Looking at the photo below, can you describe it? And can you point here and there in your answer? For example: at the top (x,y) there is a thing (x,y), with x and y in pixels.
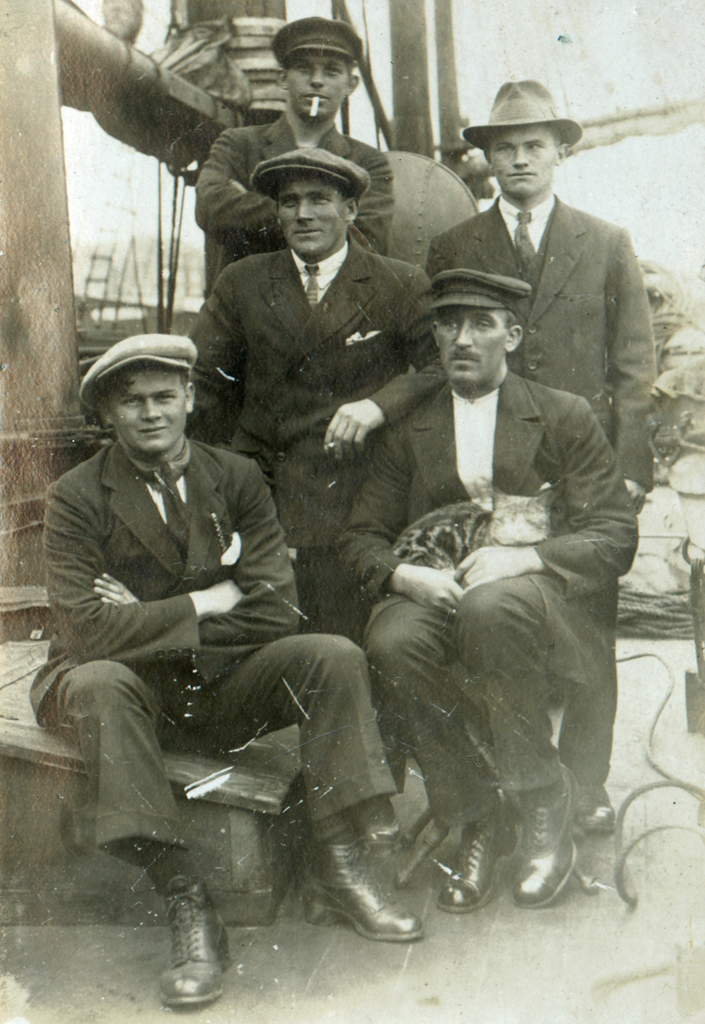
This picture shows few people (350,307) standing and couple of them (410,501) seated and all of them wore caps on their heads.
